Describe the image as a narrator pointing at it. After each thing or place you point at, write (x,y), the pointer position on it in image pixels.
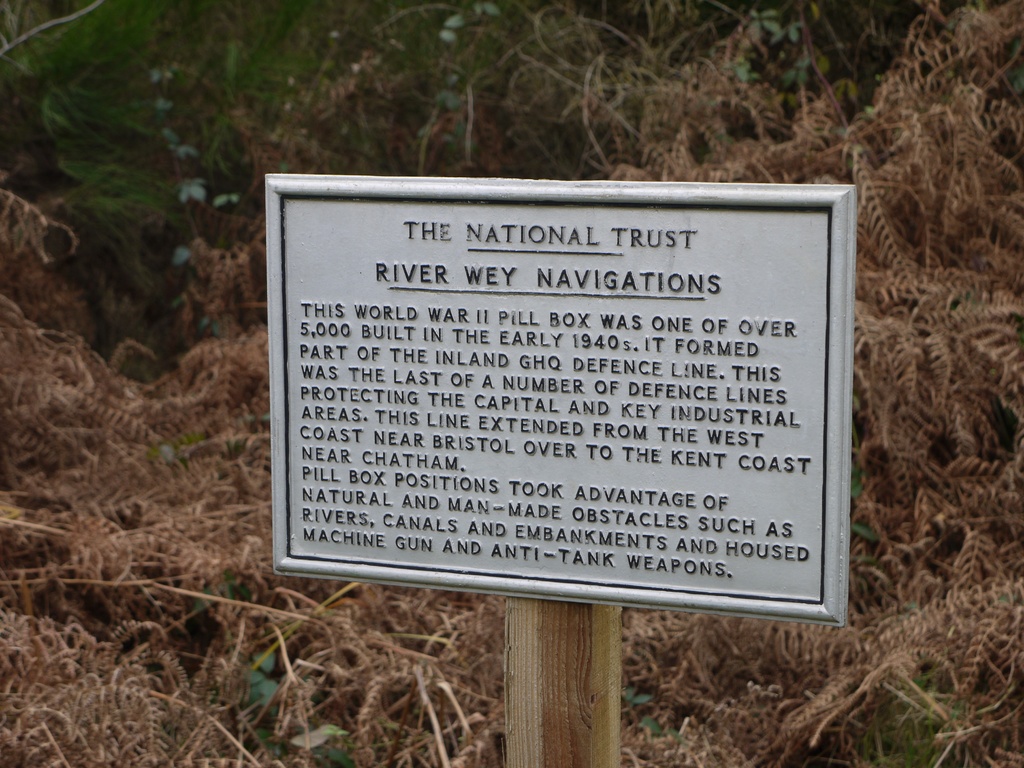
In the picture there is a board (459,401) attached to a wooden pole (551,656), some information (496,401) is mentioned on that board (485,395) and behind that board (410,469) there are many dry plants (927,141).
